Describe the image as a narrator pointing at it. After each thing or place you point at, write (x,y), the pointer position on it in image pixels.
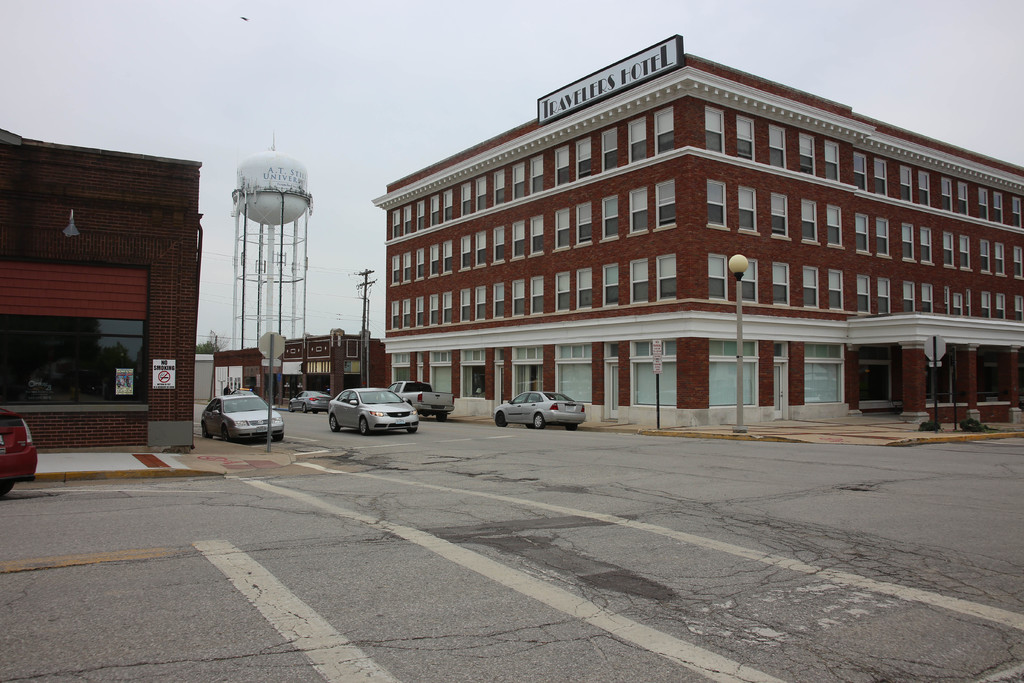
At the bottom (404,551) we can see vehicles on the road (343,437). In the background (139,181) there are buildings (499,341), windows (479,377), poles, electric poles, sign board pole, trees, name board (665,48) on the wall (638,118) and sky (327,234).
